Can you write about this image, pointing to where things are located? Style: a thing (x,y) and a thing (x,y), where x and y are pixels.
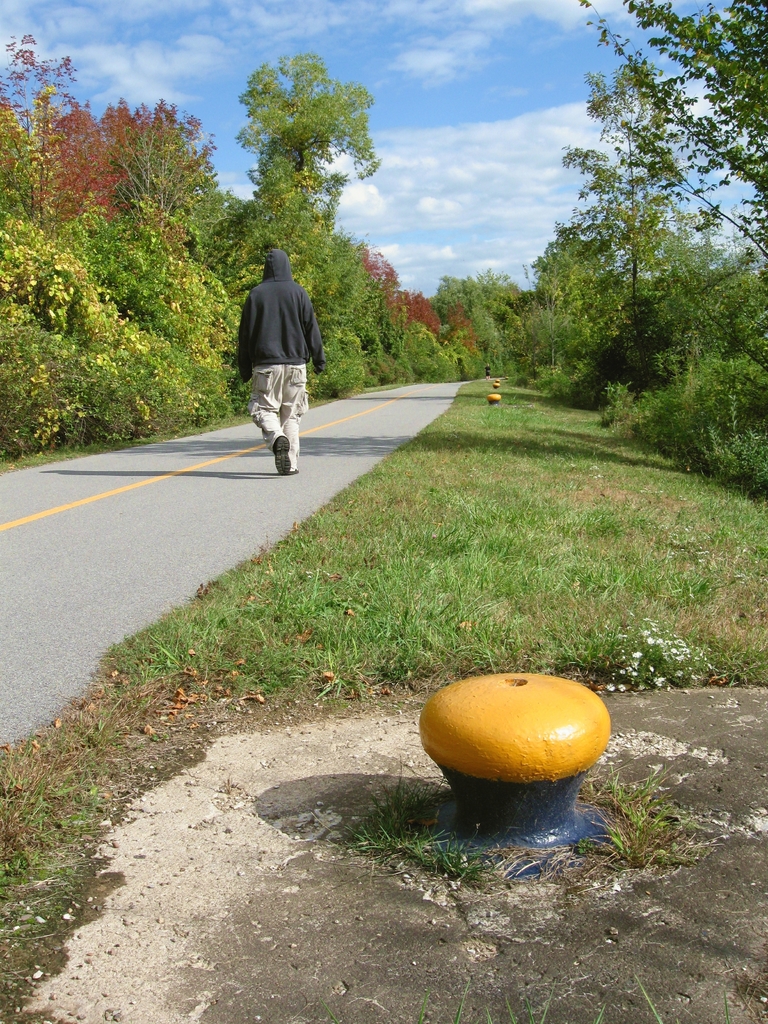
In the picture I can see a person (281,370) is walking on the road (212,504). I can also see some yellow color objects (495,752), the grass (518,551), plants (390,378), trees (394,321) and the sky (427,167).
